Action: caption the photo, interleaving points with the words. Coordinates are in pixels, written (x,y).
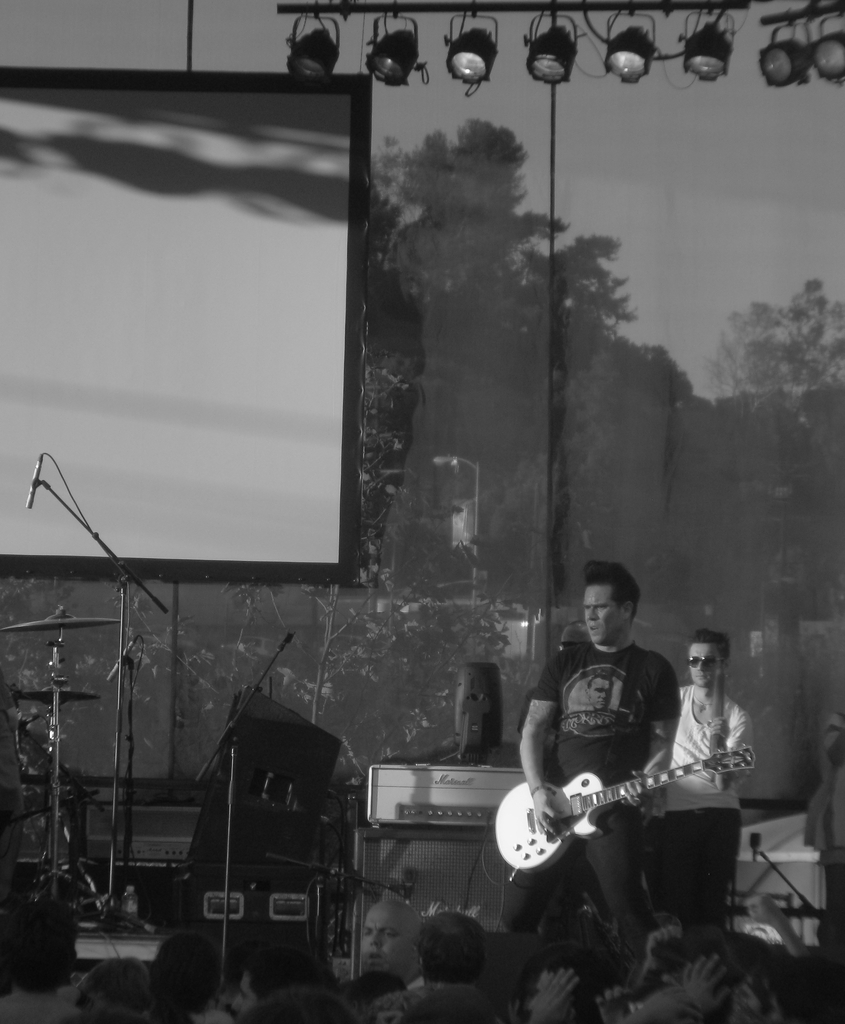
In this image I can see a person (576,676) standing and holding the guitar (521,815). In front of him there are group of people (379,971). At the back (304,313) there is a screen (289,320) and there are some trees (580,350) are seen through the glass (510,303).
